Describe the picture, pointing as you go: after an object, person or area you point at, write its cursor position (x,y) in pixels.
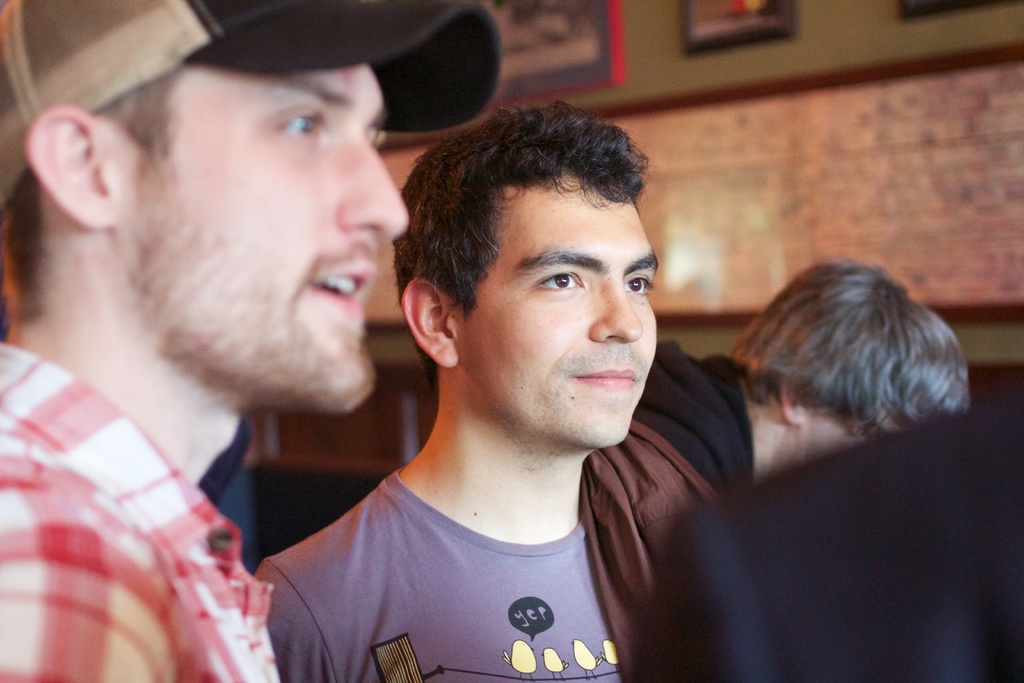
There are people (550,425) present at the bottom of this image (572,537). We can see a wall (646,42) in the background (674,60). There are photo frames (601,51) attached to it.
